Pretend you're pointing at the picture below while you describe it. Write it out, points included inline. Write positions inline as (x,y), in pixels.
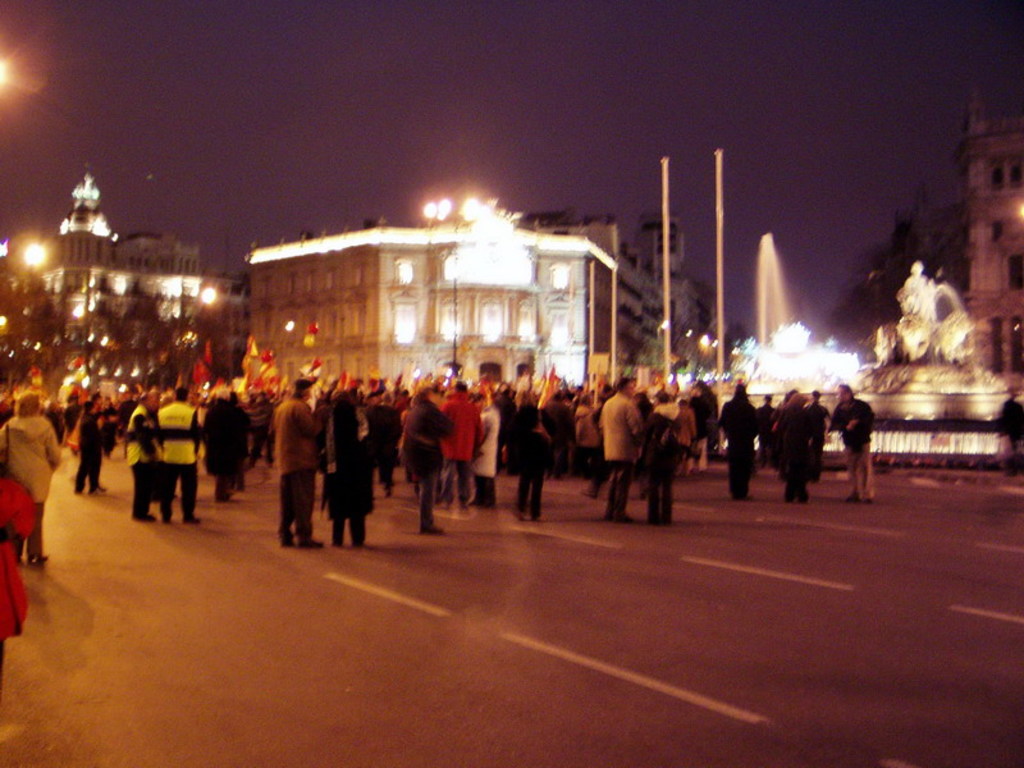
In this image we can see there is a group of people (489,499) standing on the road (683,520). And there are objects (244,378). There are buildings (200,293), trees (161,303), fountain (760,337), pole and there is a statue (918,326). And at the top (852,236) there is a sky (628,156).
